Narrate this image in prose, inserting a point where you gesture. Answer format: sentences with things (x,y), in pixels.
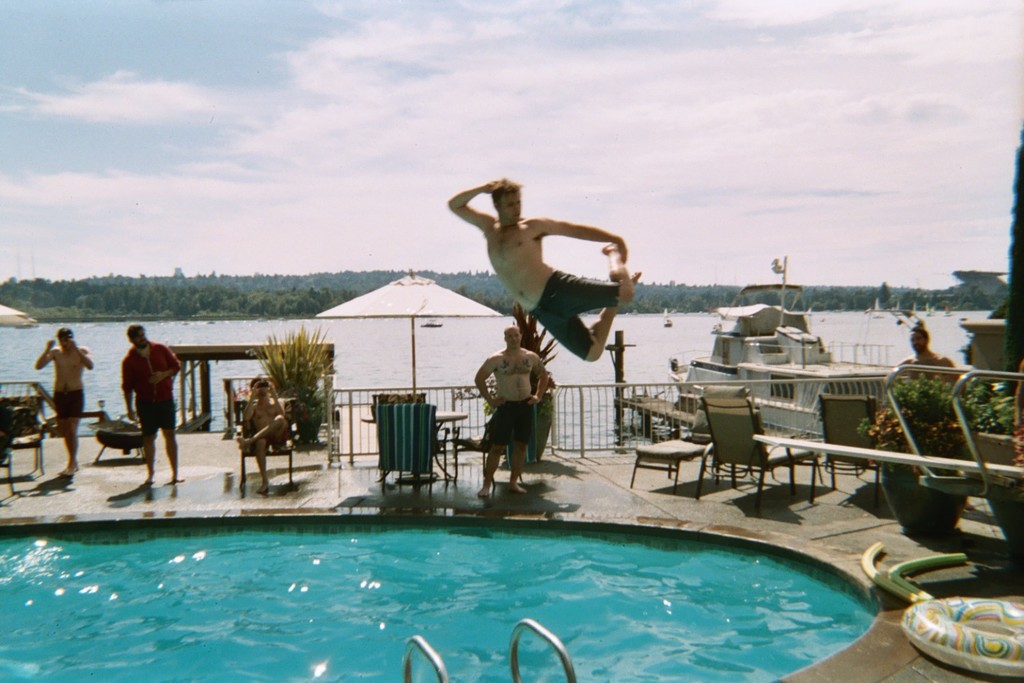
In this picture we can see a swim tube (975,661), some people (257,435), swimming pool (396,541), rods (915,444), chairs (294,422), pots (891,480) with plants (294,358) in it, railing (583,417), umbrella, some objects (532,455) and a man (505,262) is in the air. In the background (671,295) we can see boats (723,312) on the water (419,354), trees (353,291) and the sky (386,132) with clouds (726,133).
